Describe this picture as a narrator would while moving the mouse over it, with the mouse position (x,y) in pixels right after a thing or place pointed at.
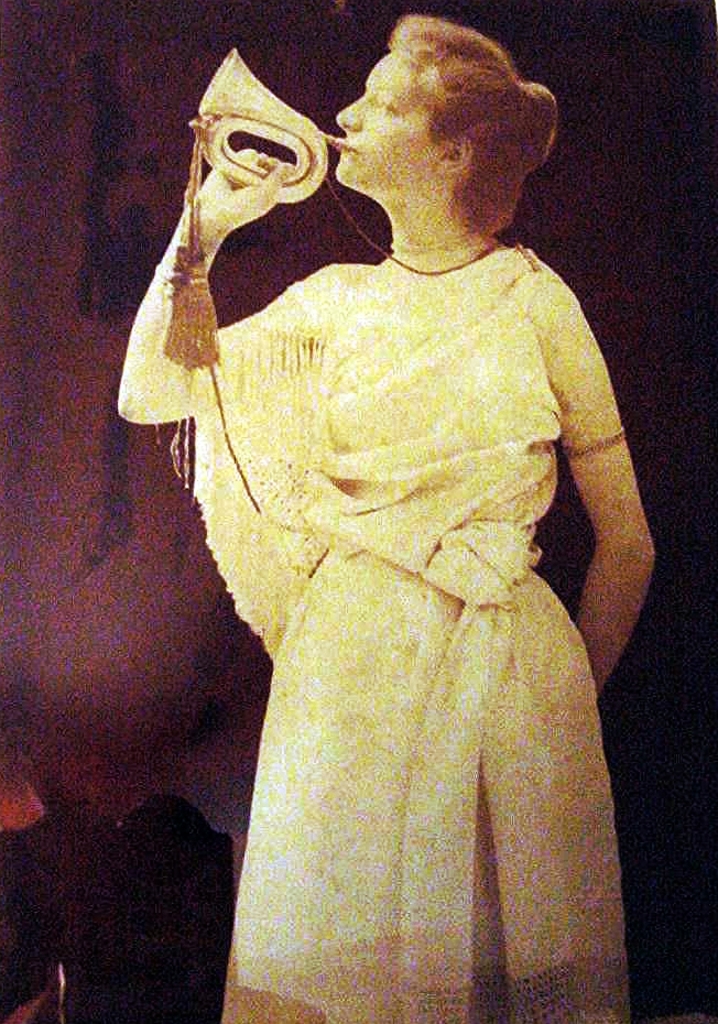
In this image, we can see depiction of a person (507,1005) wearing clothes (422,661) and playing a musical instrument (293,126).
